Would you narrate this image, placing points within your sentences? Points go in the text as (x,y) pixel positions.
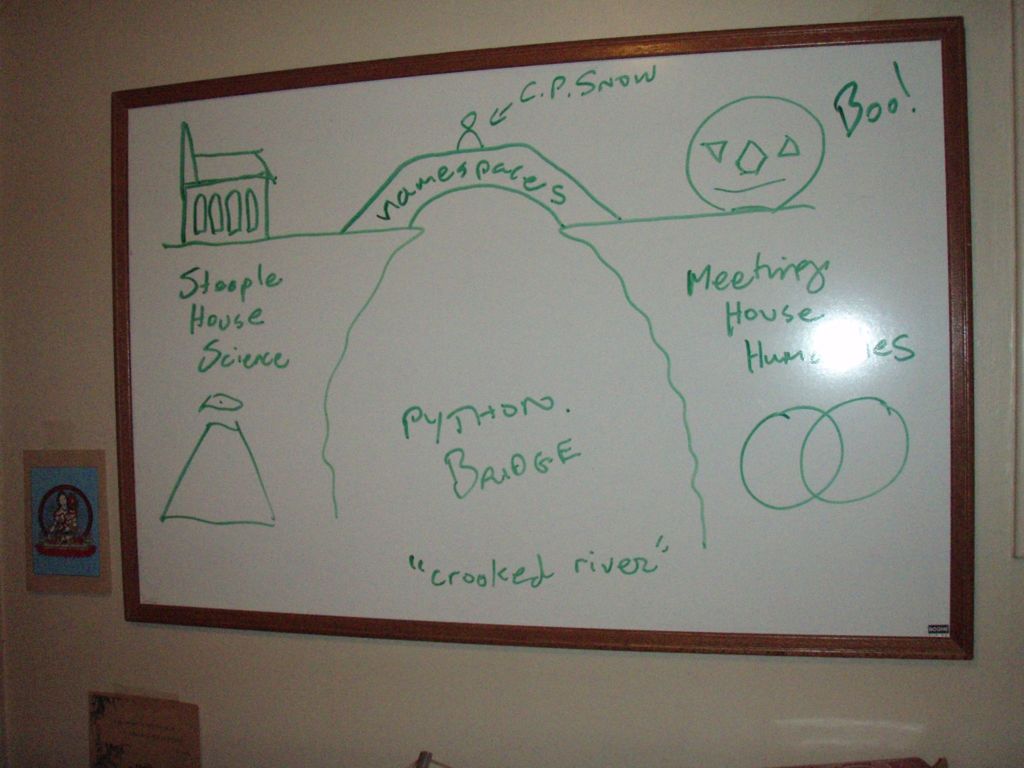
In this image, I can see a white board (258,542) and posters (117,701) attached to the wall (7,733).
